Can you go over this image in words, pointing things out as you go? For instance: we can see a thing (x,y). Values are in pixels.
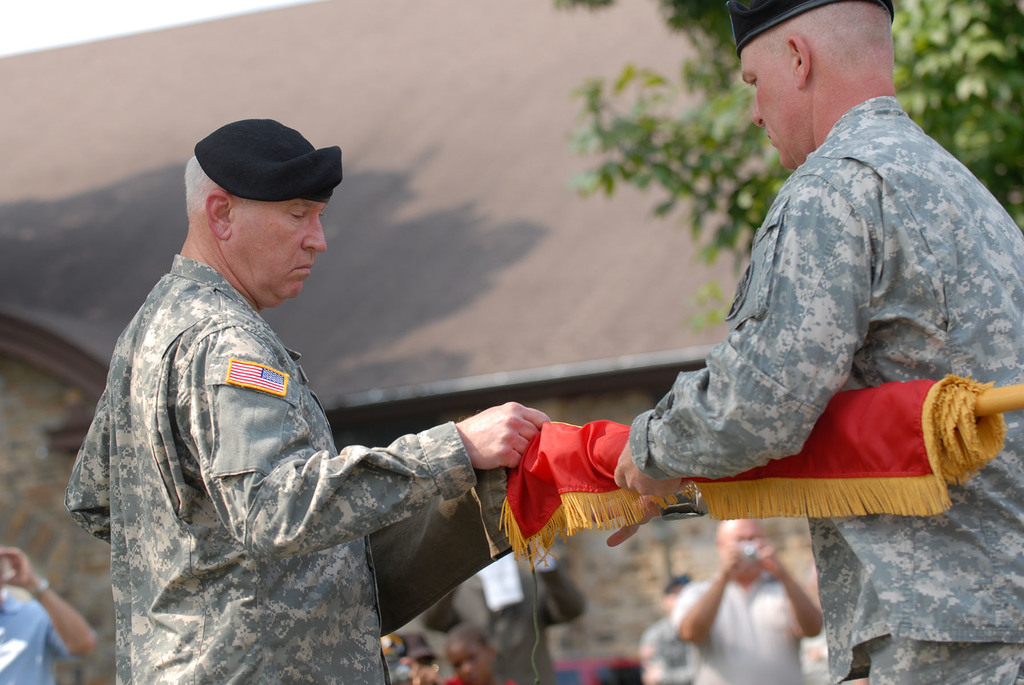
This picture might be taken from outside of the city and it is sunny. In this image, on the right side (888,280), we can see a man (902,169) standing and he is also holding something in his hands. On the left side (332,668), we can also see another person (359,586) wearing a black color cap (281,155) is standing. In the background (23,585), we can see group of people (735,643) standing and few people (790,649) are taking pictures, we can also see trees (918,79) on the right side (926,95) and a house (402,330). On top (151,13) there is a sky (71,4).
